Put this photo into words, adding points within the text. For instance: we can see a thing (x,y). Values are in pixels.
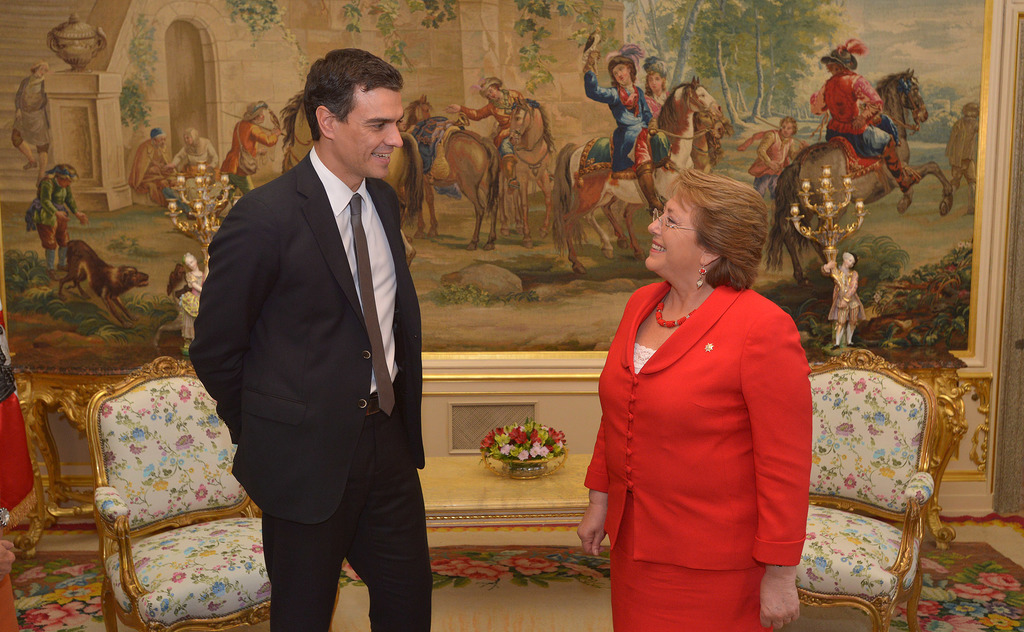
In this picture I can see there are two persons (326,219) standing here and one of them is a woman (708,398) and she is red color shirt (703,432) and the man (343,210) is wearing a black blazer (317,353). In the backdrop (604,154) there is a painting (125,236) and there are two chairs (211,452) in the backdrop (216,452).
